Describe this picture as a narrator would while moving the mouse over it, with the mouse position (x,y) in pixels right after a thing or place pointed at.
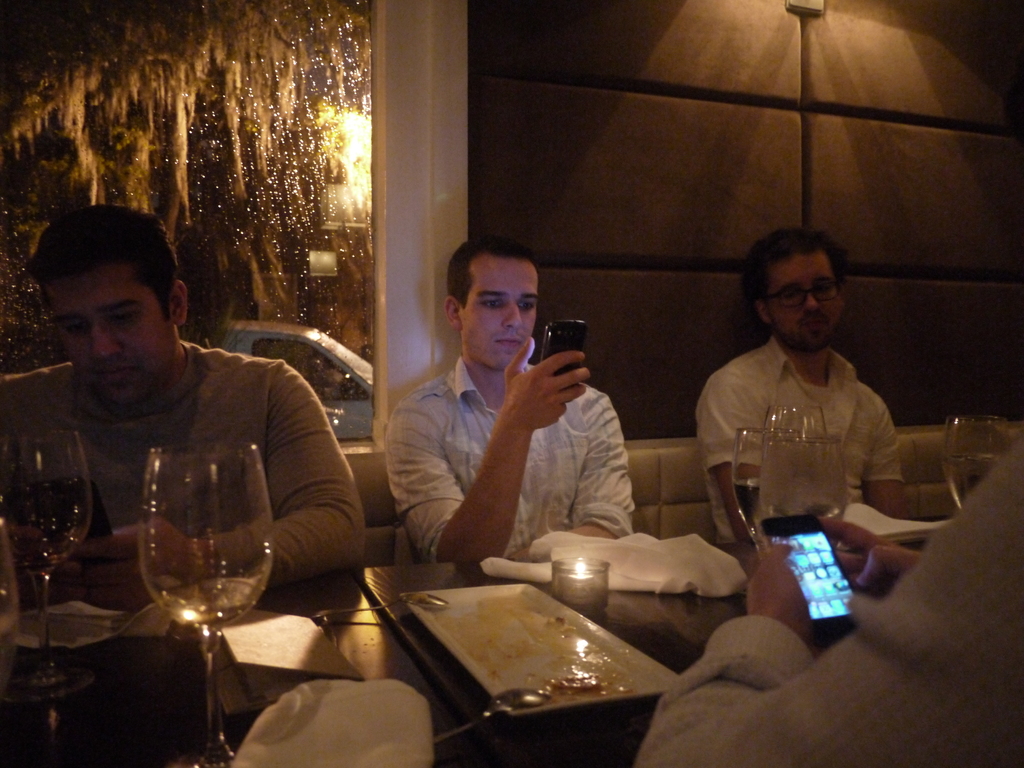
It seems to be inside a restaurant (424,168). There are men (593,405) sat on sofa (681,479) in front of table (94,762) which has plate (520,681) spoon (540,699) and wine glasses (259,595) and a candle (588,592) on it, the men (772,682) were looking at cellphone (793,553). It seems to be raining outside which is visible in the window (313,220) and there is tree (229,38) outside the window (270,54) and there is street light (360,136).
